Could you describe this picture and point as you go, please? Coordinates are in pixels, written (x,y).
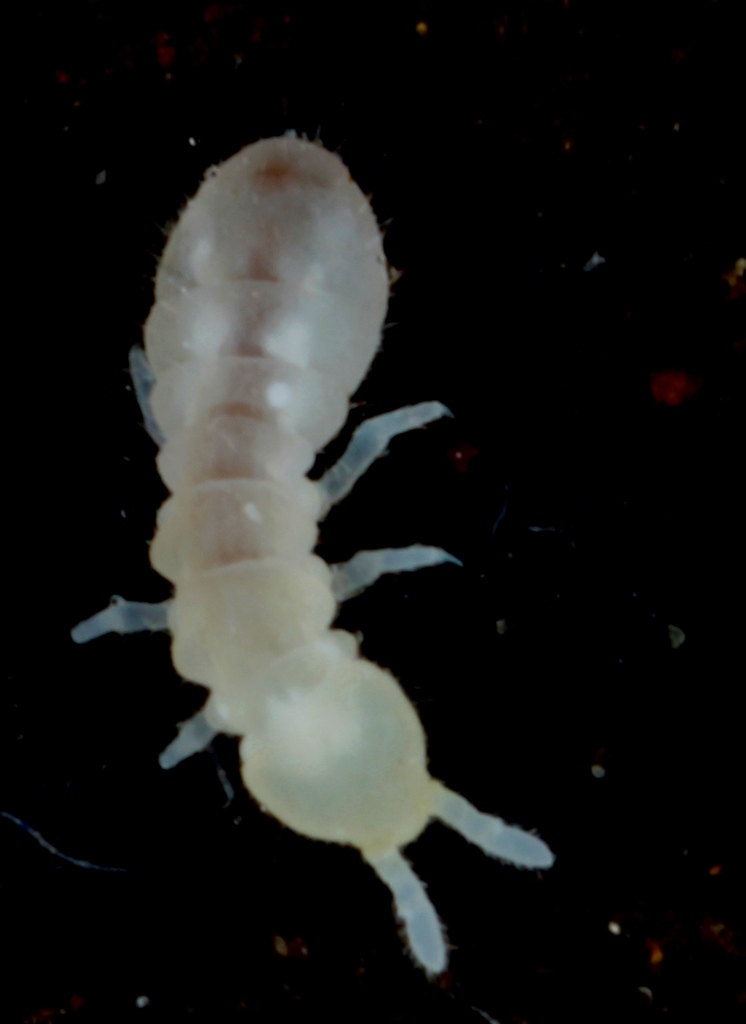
In this picture we can see an insect (355,564), and it is in white color.
